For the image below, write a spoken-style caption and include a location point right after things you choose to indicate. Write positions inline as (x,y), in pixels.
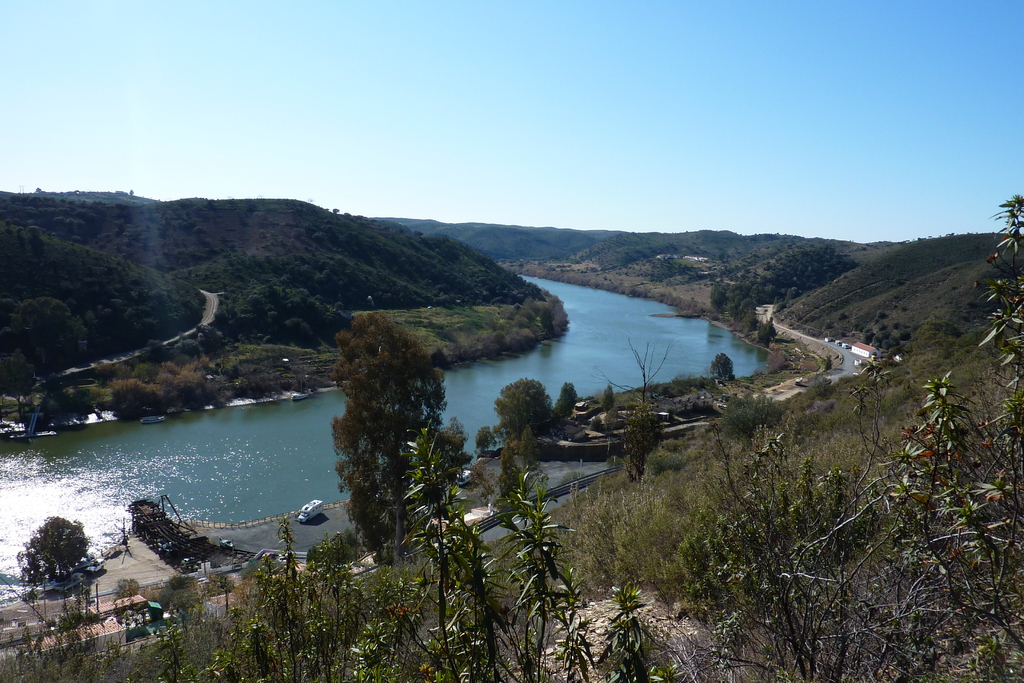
In this picture we can see the lake (27,532), vehicles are moving on the road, side we can see trees (342,339), hills (321,352).
